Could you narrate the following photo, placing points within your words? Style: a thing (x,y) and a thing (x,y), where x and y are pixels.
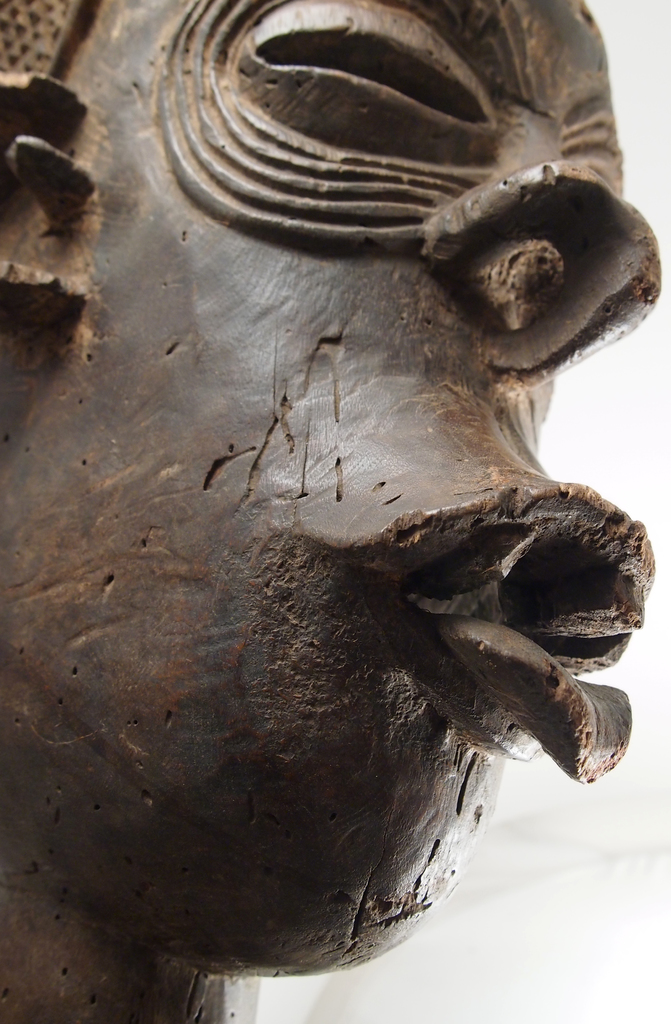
This is a zoomed in picture. In the foreground (118,621) we can see the sculpture (140,111) which seems to be the sculpture (257,680) of a face (336,500) of a person (487,378). The background of the image (663,683) is white in color.
